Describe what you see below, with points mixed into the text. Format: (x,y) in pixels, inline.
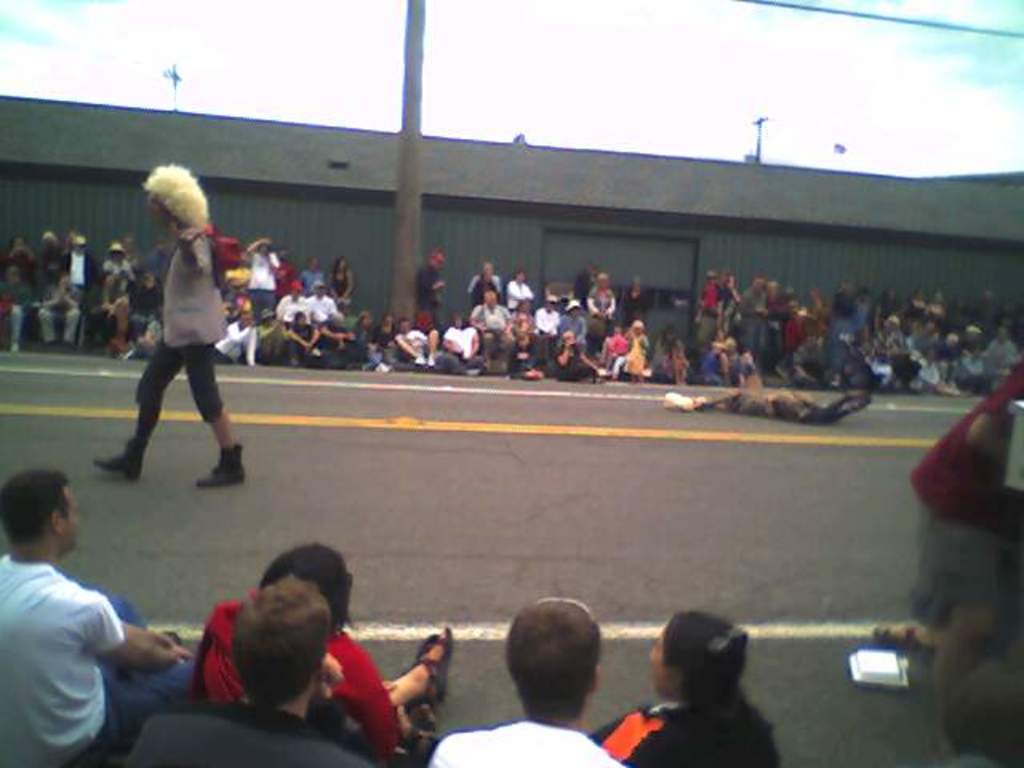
In this picture there is a man (130,479) who is walking on the road (115,485). At the bottom (76,616) we can see the group of person (307,579) is sitting on the road (888,697). On the right (769,408) there is a man (801,410) who is lying on the road (898,427). in the back (980,364) we can see many peoples (57,248) were sitting and standing near to the building (542,266), beside them there is a door (674,300). At the top (135,22) we can see sky (313,94) and clouds (830,58). At the top (421,103) we can see the poles (410,90) and electric poles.
